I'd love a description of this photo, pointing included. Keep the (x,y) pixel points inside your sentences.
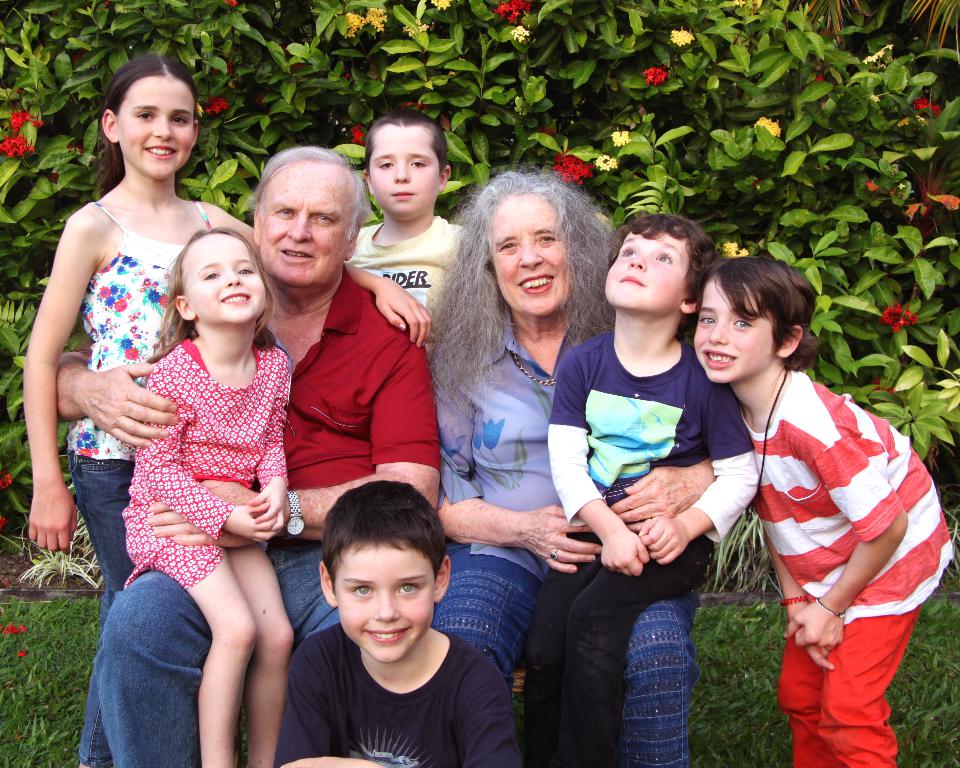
There is a man (341,283) and woman (447,409) sitting with children (617,552). In the background (401,74) there are plants (511,71) with flowers (595,160). On the ground (733,690) there are grasses (725,715).
